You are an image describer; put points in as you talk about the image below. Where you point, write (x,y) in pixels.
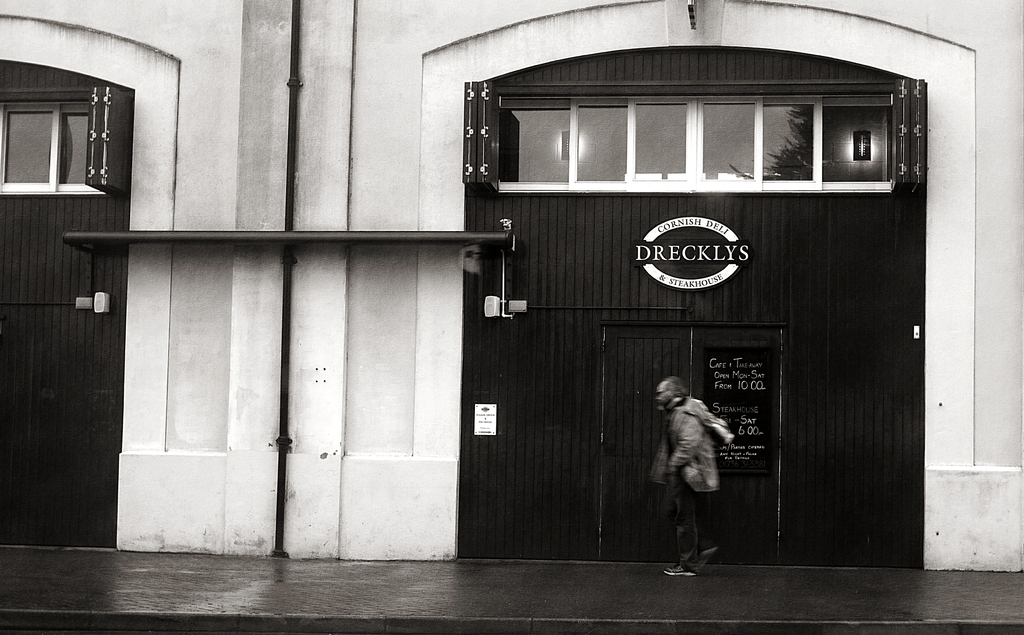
In this image we can see a person (677,502) walking in front of a door (671,368), behind the person (659,409) there is a building (570,396).
